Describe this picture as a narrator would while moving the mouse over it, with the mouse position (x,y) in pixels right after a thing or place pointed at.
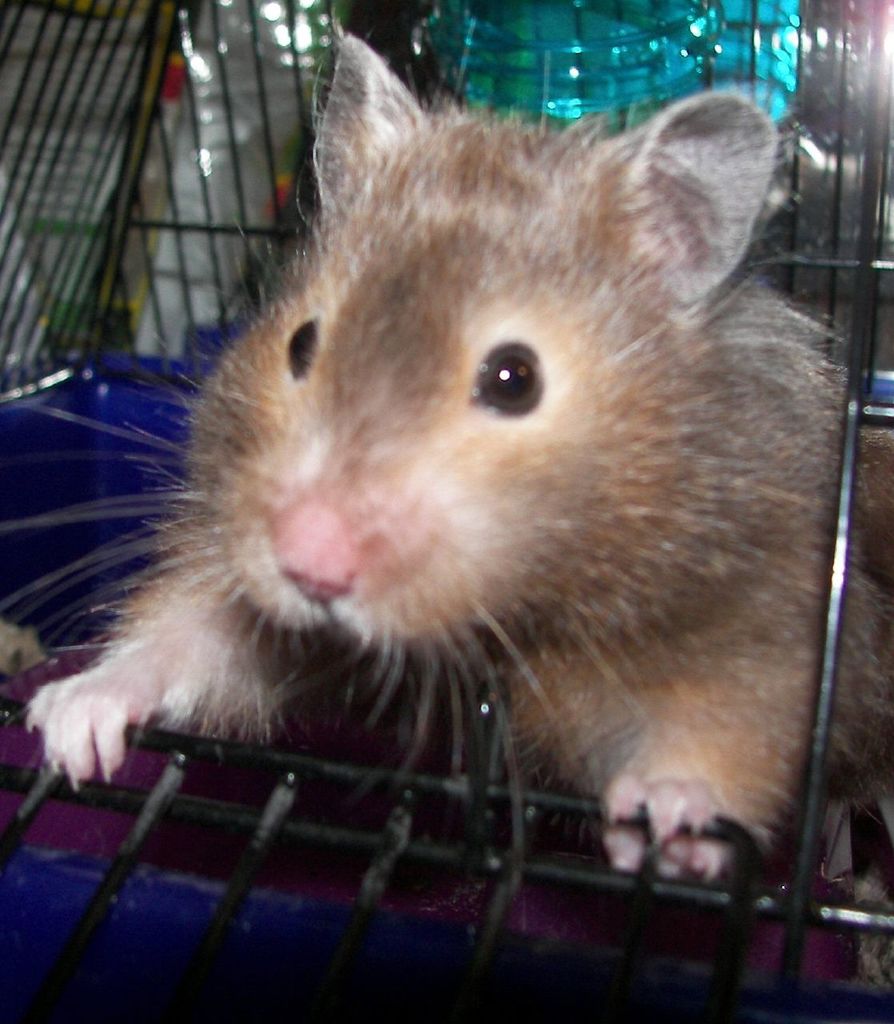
In the image I can see a hamster (608,312) which is in the cage (94,450).
